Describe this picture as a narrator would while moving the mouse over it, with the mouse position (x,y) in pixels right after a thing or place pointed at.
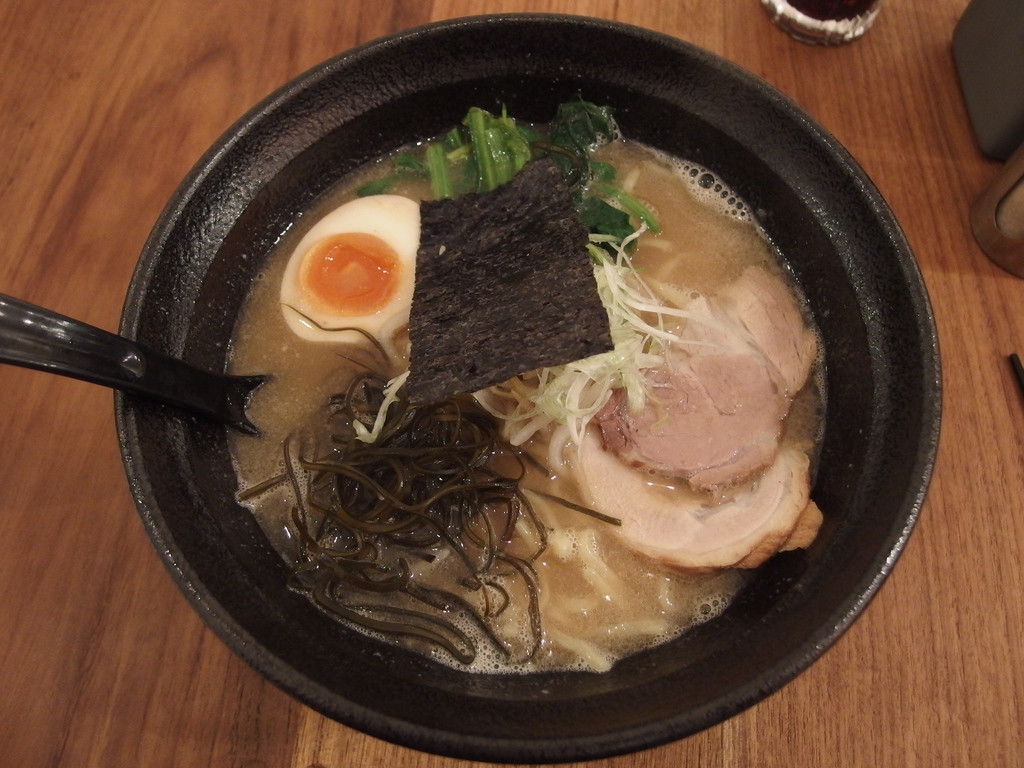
In this image I can see a bowl (161,423) kept on the table (56,499), on the bowl (739,178) I can see a food stuff (562,241) and spoon (111,349).
